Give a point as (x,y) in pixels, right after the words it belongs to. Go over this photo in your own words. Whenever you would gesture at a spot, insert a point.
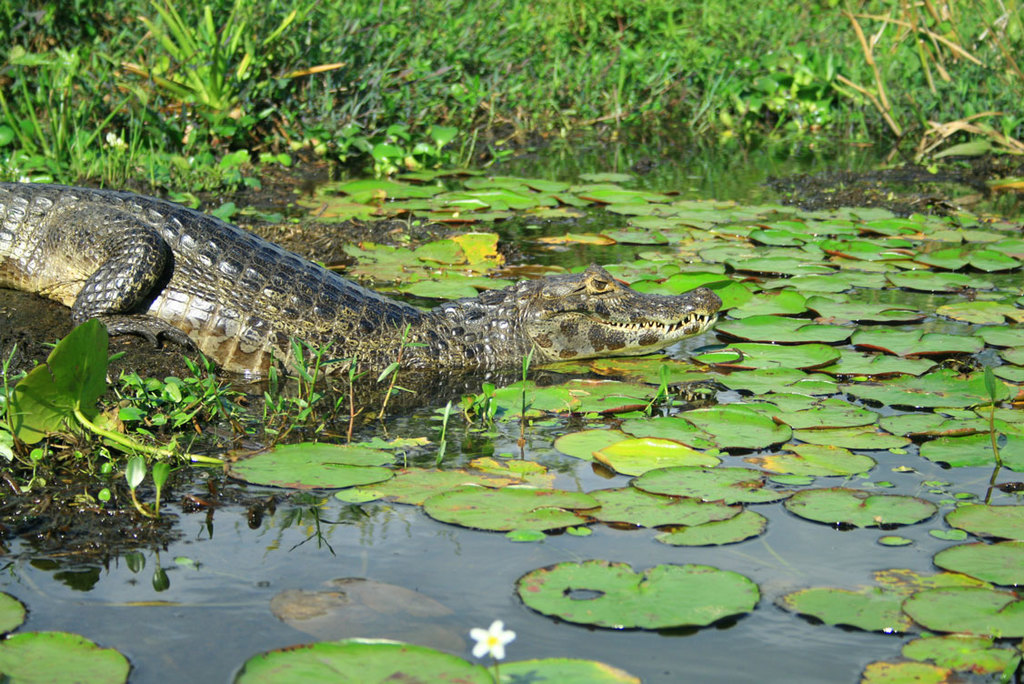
In this image I can see water (419,508) in the front (621,571) and on it I can see number of green colour leaves (505,484). On the left side of this image (95,199) I can see a crocodile (585,290) and in the background (407,137) I can see grass (250,86). I can also see a white colour flower (479,637) on the bottom side of this image (511,632).
